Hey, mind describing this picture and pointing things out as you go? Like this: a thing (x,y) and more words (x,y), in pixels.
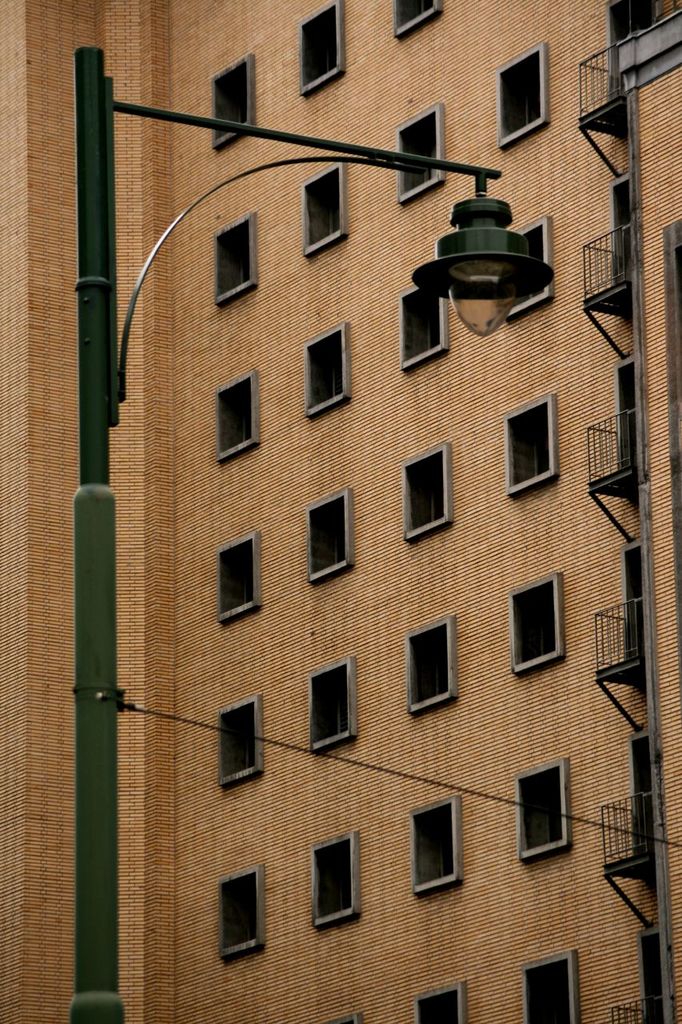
There is a light pole (194,121). In the back (293,403) there is a building (321,501) with windows (560,605) and balcony (630,274).
